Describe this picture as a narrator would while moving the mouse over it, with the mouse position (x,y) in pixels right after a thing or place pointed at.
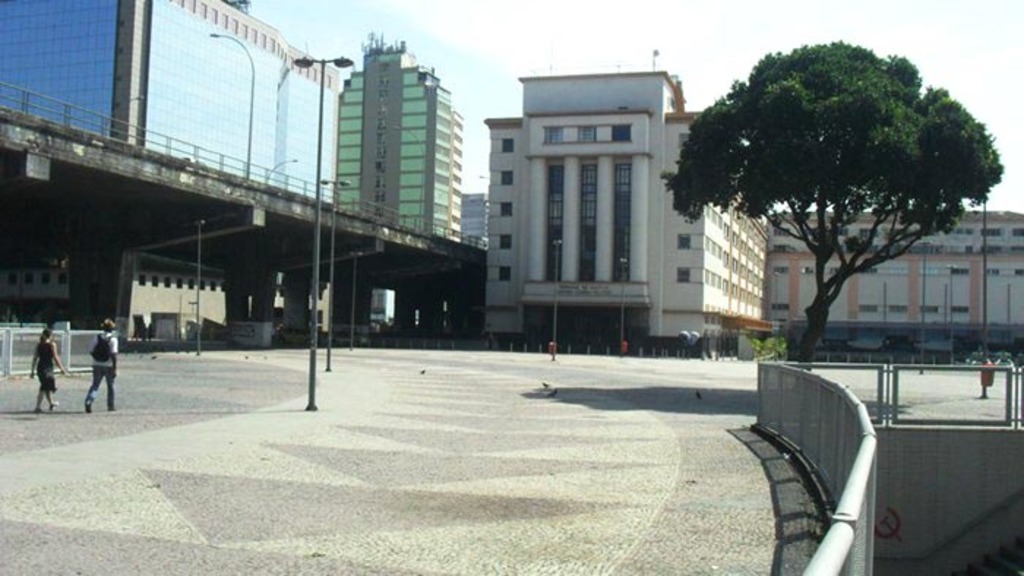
In this image on the left (51,355), there is a man (100,362), he wears a t shirt (116,350), trouser (109,372) and bag (104,354), he is walking and there is a woman (48,371), she is walking. In the background (528,281) there are buildings (498,209), street lights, bridge (366,209), trees (736,189) and sky (525,47).
